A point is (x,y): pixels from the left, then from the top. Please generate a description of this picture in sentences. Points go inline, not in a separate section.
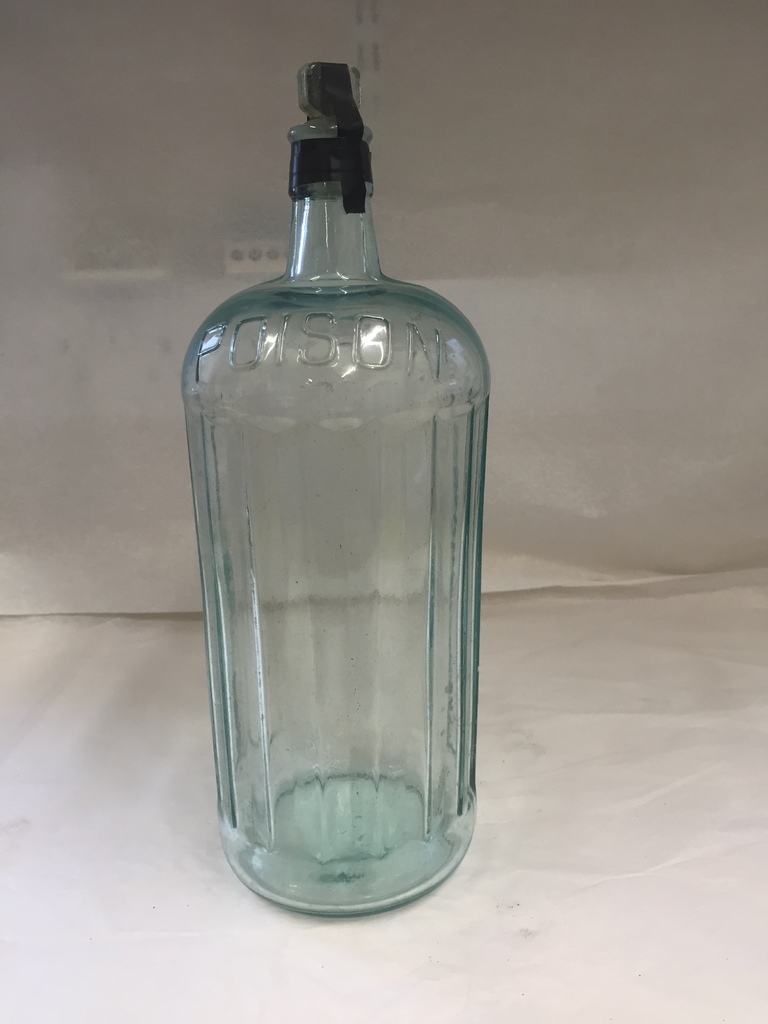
In this image we can see a glass bottle (272,530).
